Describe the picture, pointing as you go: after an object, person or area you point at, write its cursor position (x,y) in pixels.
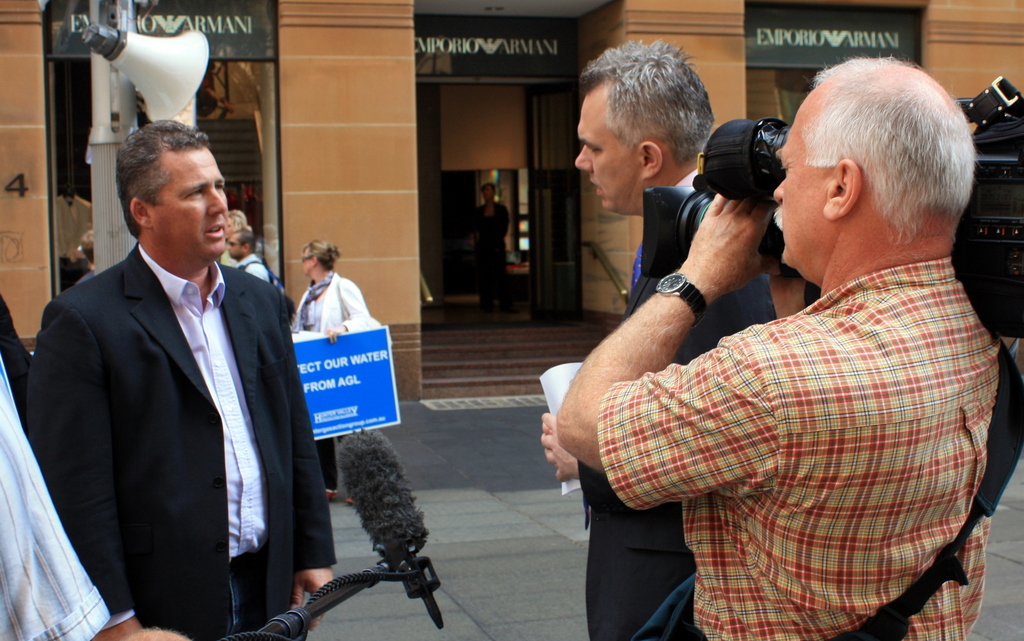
To the right side of the image (742,205) there is a person (731,261) holding a video recorder (733,148). Beside him there is a person (592,631) standing wearing a suit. To the left side of the image (232,291) there are two people (298,382) standing. In the background of the image (290,227) there is a building (521,218). There is an entry door (533,87). There are people (350,278) walking. At the bottom of the image (467,617) there is road (400,606). There is a pole (106,258) to the left side of the image (88,165).
